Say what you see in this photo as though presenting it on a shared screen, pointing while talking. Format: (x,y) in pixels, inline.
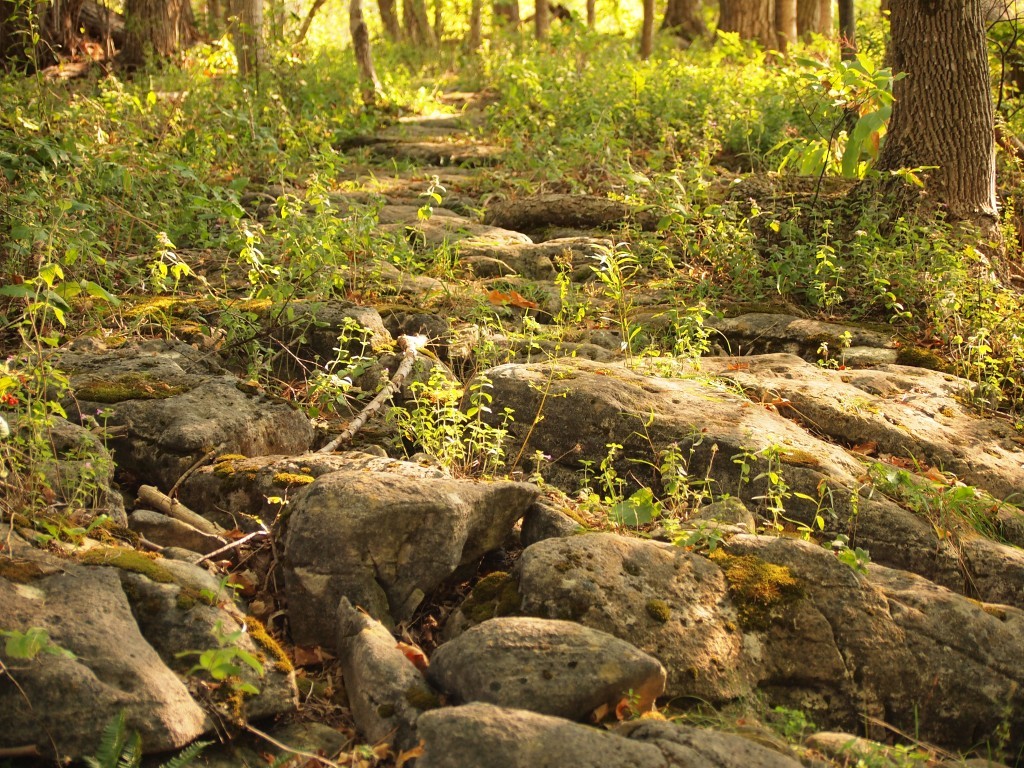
In the image we can see some stones (982,677) and grass (512,60) and trees (249,66).
